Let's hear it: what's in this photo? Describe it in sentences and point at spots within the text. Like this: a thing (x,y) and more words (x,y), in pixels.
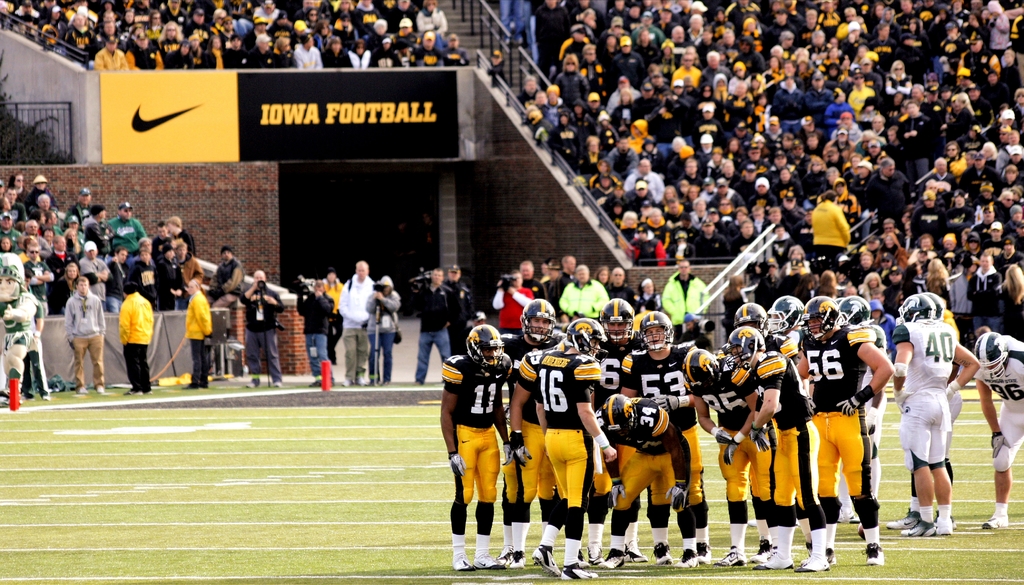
At the bottom of the image (579,461) a group of people (668,447) are standing and wearing helmet (693,372). In the background of the image (488,177) we can see boards (219,78), stairs (595,224), wall (263,228), barricade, plants (19,134), group of people (696,163), cameras (380,283), stands (269,373), poles (267,339). At the bottom of the image (264,486) we can see the ground (345,482).
